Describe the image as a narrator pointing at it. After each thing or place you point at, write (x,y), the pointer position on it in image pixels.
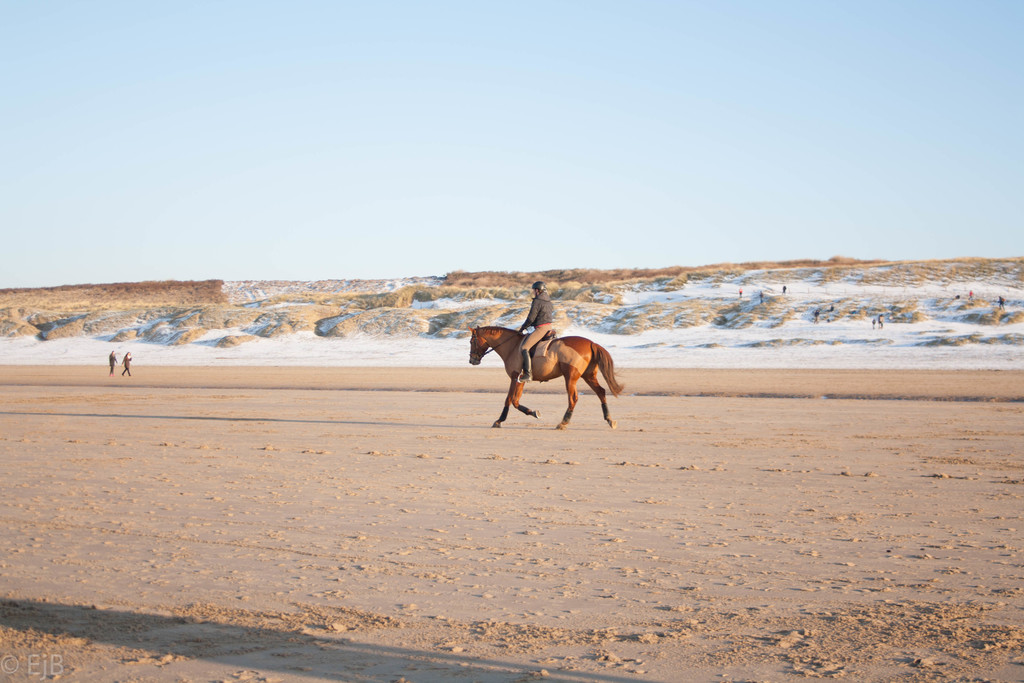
A person (525,343) is riding the horse (520,363), this horse (514,399) is in brown color. At the top (432,193) it's a sky (467,190).
